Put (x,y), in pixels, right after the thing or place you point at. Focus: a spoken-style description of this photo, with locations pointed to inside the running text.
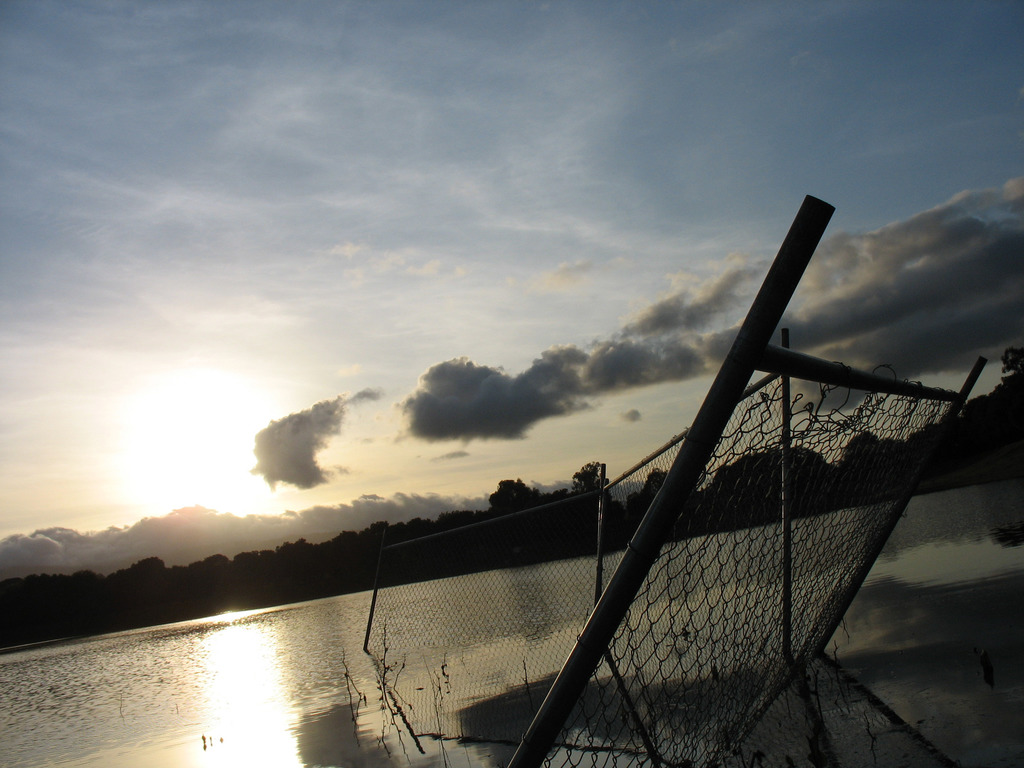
In the picture we can see some fencing wall (752,635) with poles (582,645) in the water (917,657) and far away from it, we can see many trees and behind it we can see the sky (358,465) with clouds (460,368).
